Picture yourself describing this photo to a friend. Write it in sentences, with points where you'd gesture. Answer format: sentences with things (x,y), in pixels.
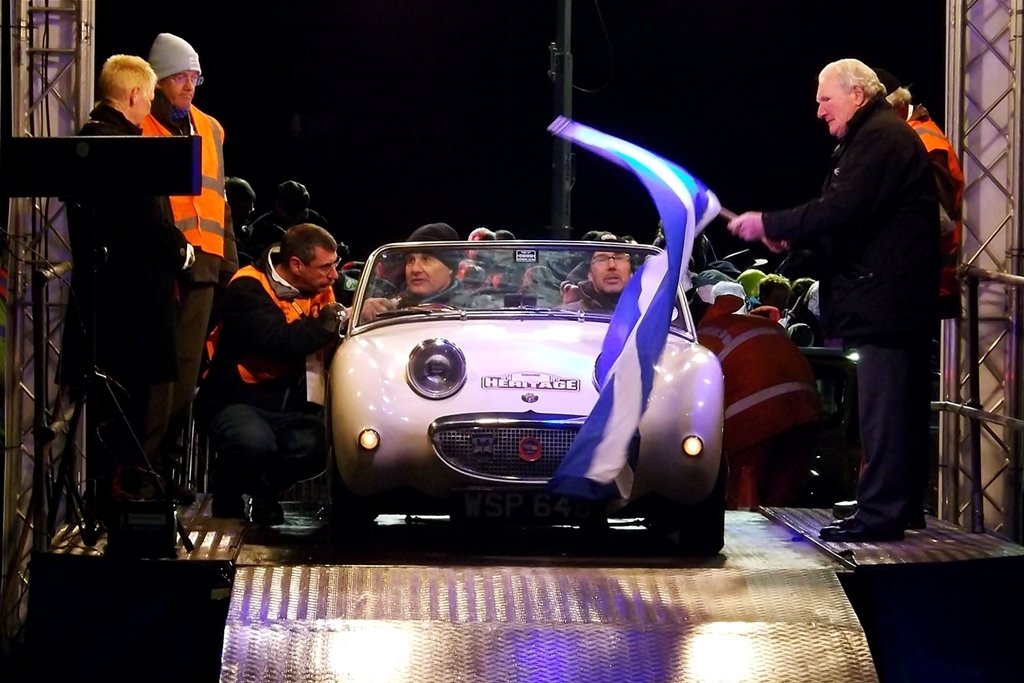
In this picture there are two men (577,295) sitting in a car (370,484). Towards the right (853,184) there is a person (917,184) and he is holding a flag (611,463). In the left (163,49) there are three persons (266,433) besides the car (367,351). Two persons (176,380) are standing and one person (232,471) is in squatting position and the background (354,128) is dark.
